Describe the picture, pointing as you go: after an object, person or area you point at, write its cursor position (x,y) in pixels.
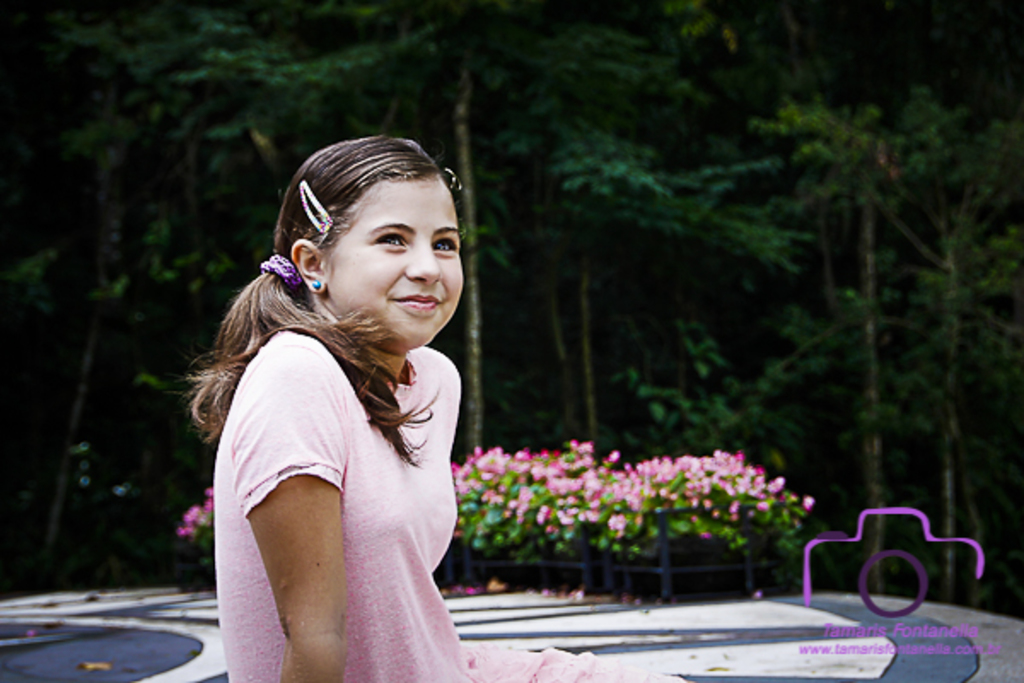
In the picture I can see a lady (320,439) wearing pink dress (381,554) is sitting and there are few plants (511,488) and trees (452,330) in the background (444,154) and there is something written in the right bottom corner (934,643).
